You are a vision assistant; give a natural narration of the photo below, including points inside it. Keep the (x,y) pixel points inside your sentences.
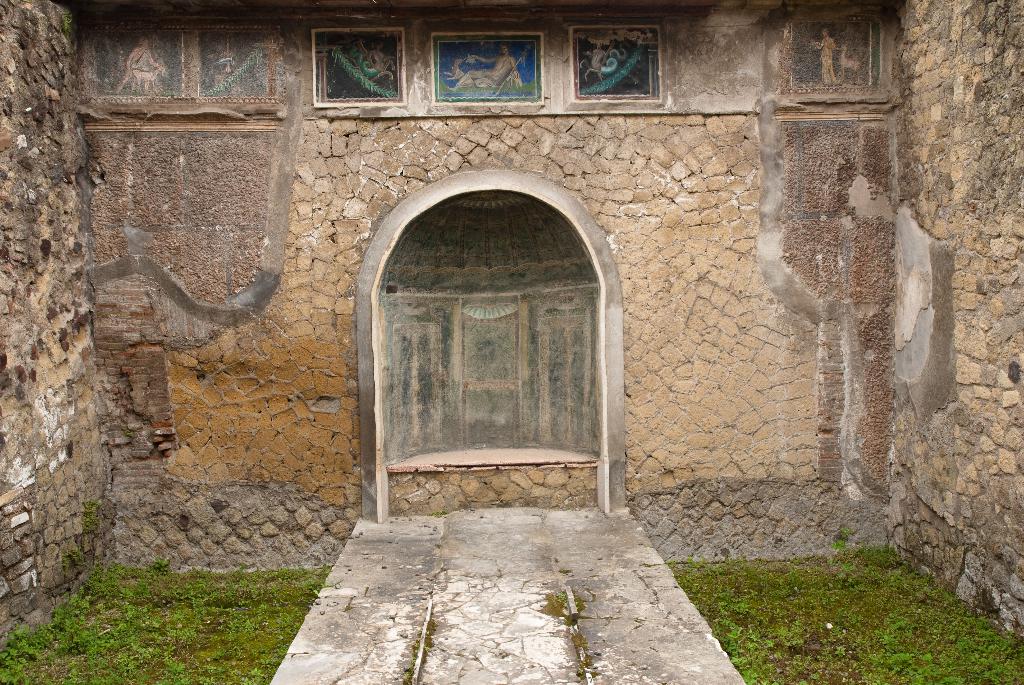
In the picture we can see a historical construction (884,334) of walls (941,334) and some part of it are damaged and to the wall (877,345) we can see some paintings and near the wall (692,537) we can see a path (446,568) and on the either sides we can see a grass surface (751,648).
